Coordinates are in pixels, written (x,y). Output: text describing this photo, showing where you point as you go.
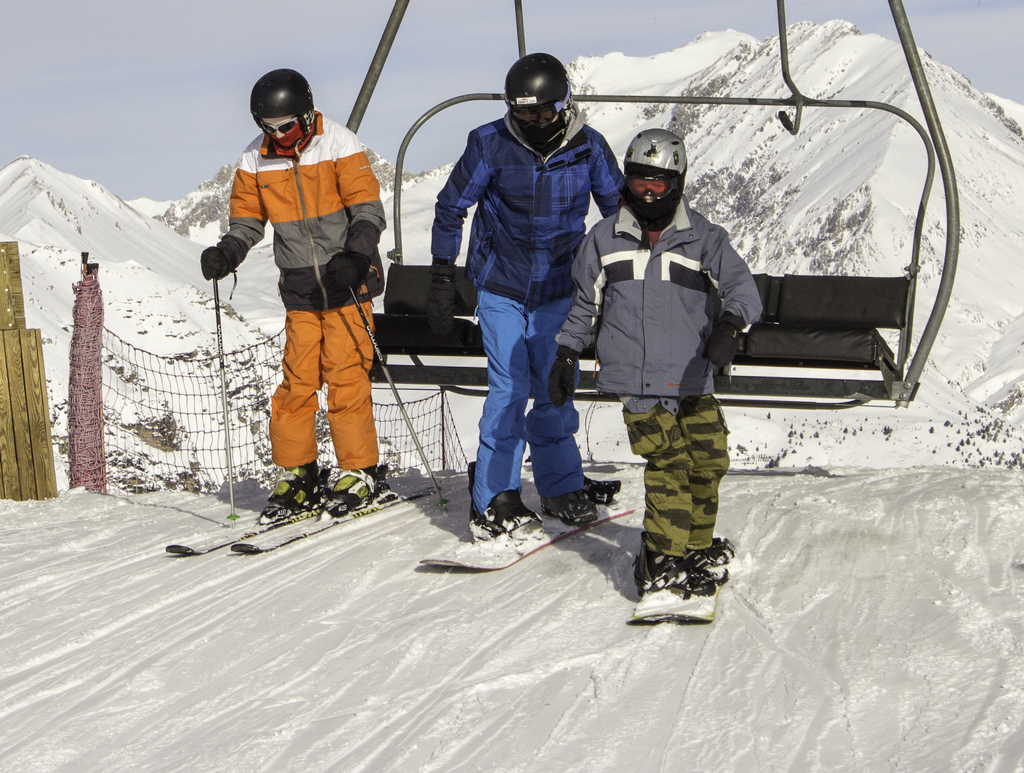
This image consists of three persons (443,282). They are wearing jackets (552,290) and helmets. One of them is holding ski rods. At the bottom (329,530), there are ski-boards (519,552) along with the snow (627,726). In the background (1007,105), there are mountains (1003,276) covered with the snow (986,333). And we can see a bench (892,361). It looks like a cradle (826,309). On the left (251,442), there is a small fencing (82,436).
